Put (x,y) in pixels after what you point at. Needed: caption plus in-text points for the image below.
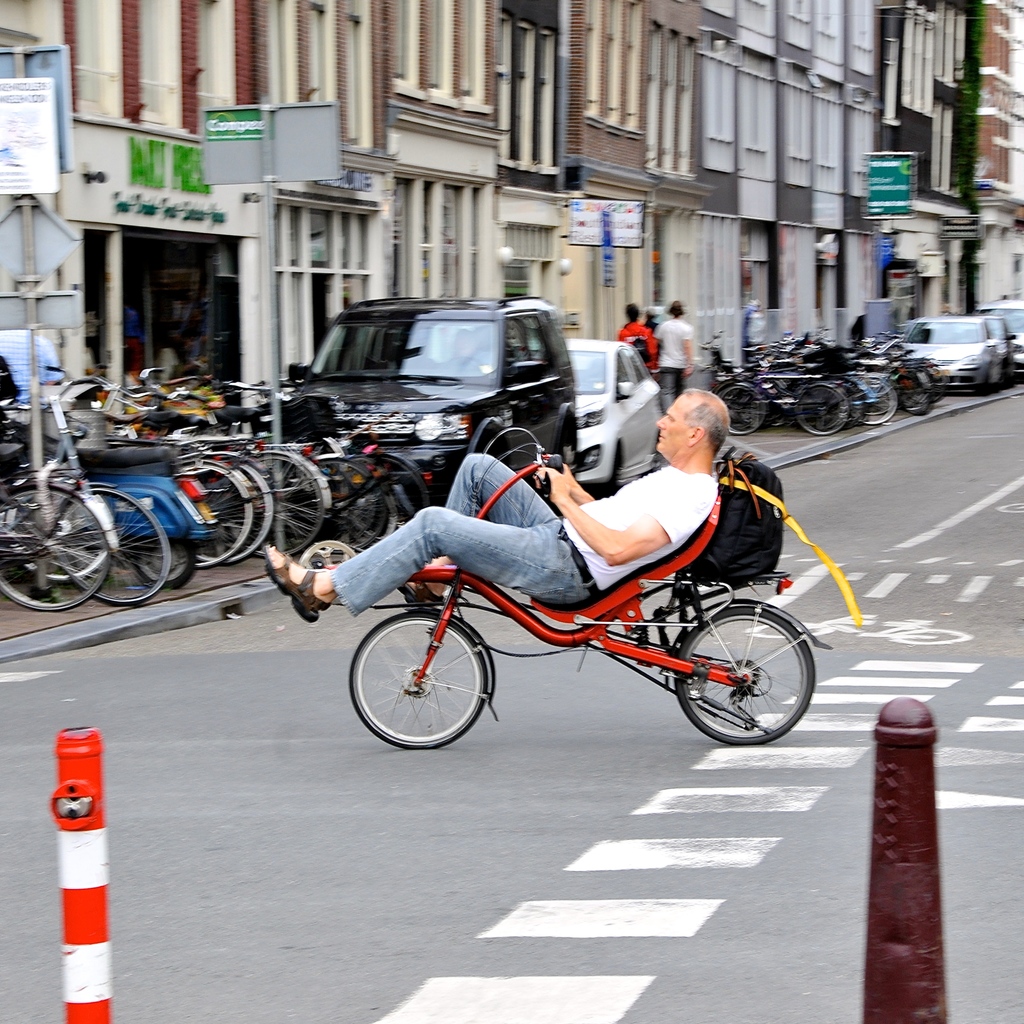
In this image I can see a man (459,516) with his cycle (737,582). In the background (168,577) I can see few more cycles (17,554), vehicles (411,423) and buildings (552,137).
